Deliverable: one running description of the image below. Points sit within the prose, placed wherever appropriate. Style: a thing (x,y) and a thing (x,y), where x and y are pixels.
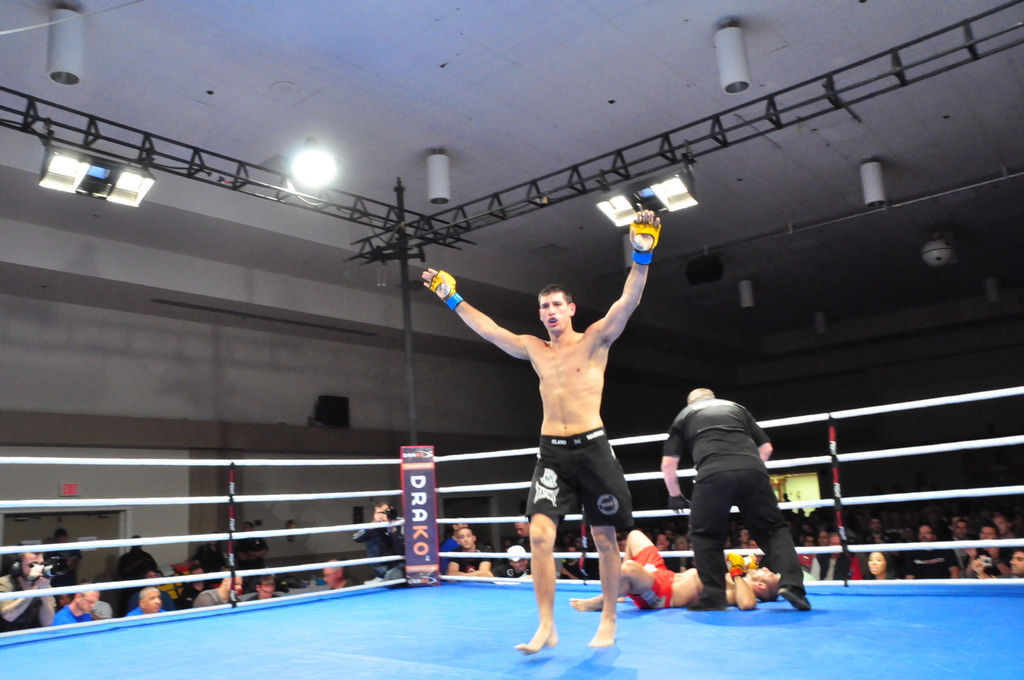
In this picture we can see three people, two people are standing, one person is lying and in the background (414,581) we can see a fence (475,579), people (455,549).
